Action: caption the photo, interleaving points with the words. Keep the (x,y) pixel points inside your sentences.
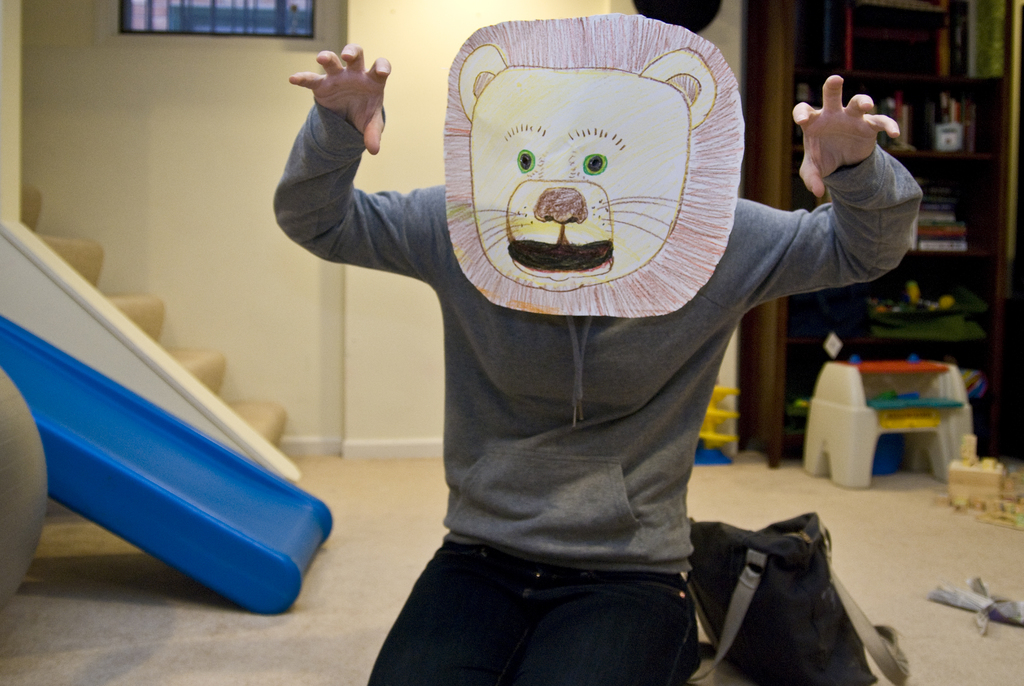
In this image we can see a person (535,387) wearing a mask (592,258), there is a cupboard (865,288) with books (903,124), bottles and some other objects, also we can see a staircase (79,247) and a photo frame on the wall (164,136), there is a bag (798,574) and some other objects (222,467) on the floor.
